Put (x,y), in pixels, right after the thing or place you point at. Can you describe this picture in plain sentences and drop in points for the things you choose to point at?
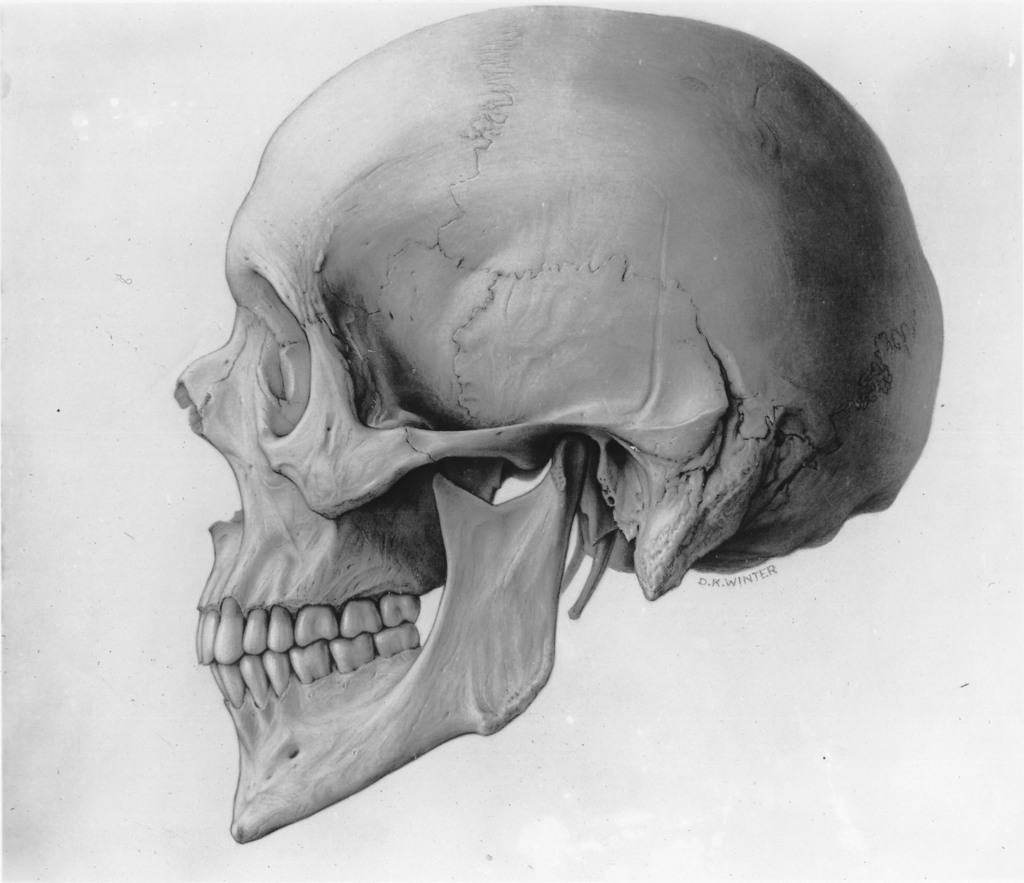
In this image we can see a skull (736,371).
